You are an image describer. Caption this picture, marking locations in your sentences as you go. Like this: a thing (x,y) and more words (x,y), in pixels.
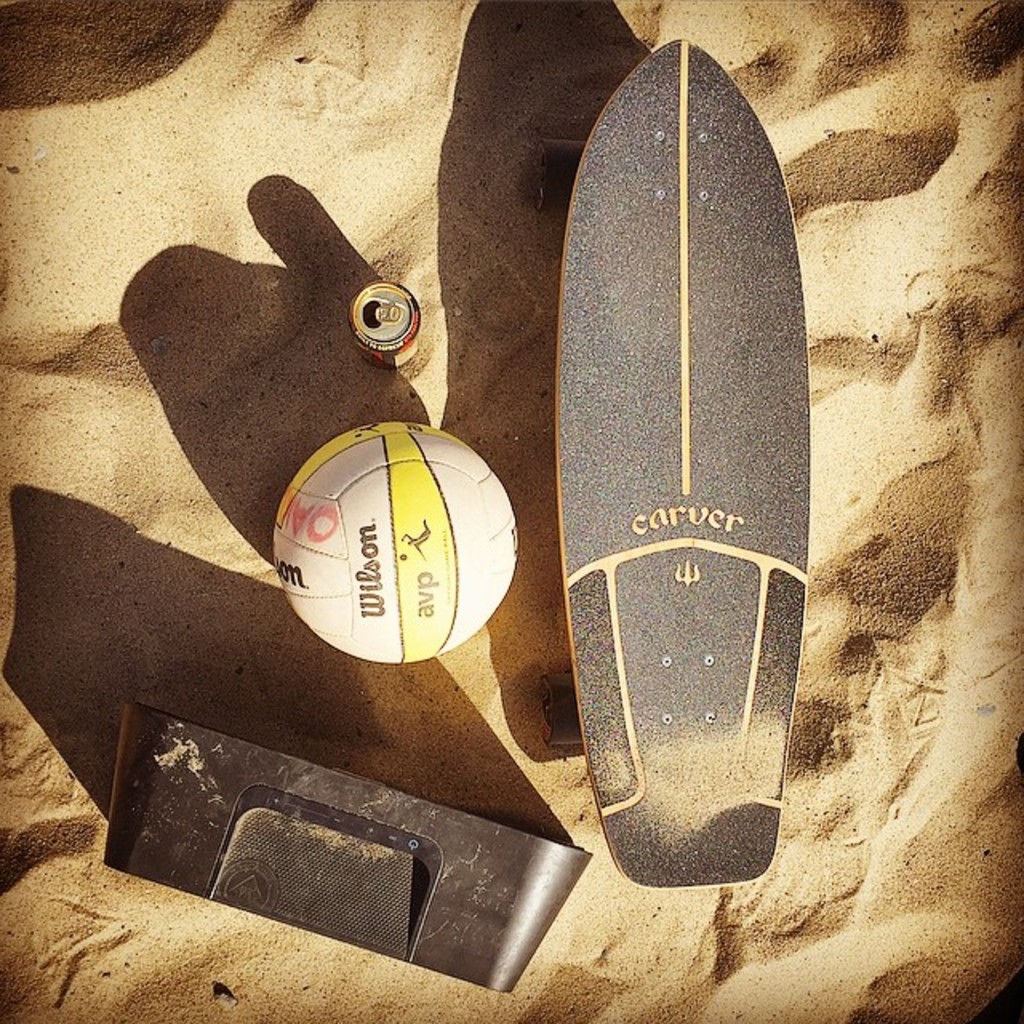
In this image there is a ball (413,585), there is a tin (404,312), there is a Longboard (649,339), there is a container (361,855), at the background of the image (780,844) there is sand (305,101).
